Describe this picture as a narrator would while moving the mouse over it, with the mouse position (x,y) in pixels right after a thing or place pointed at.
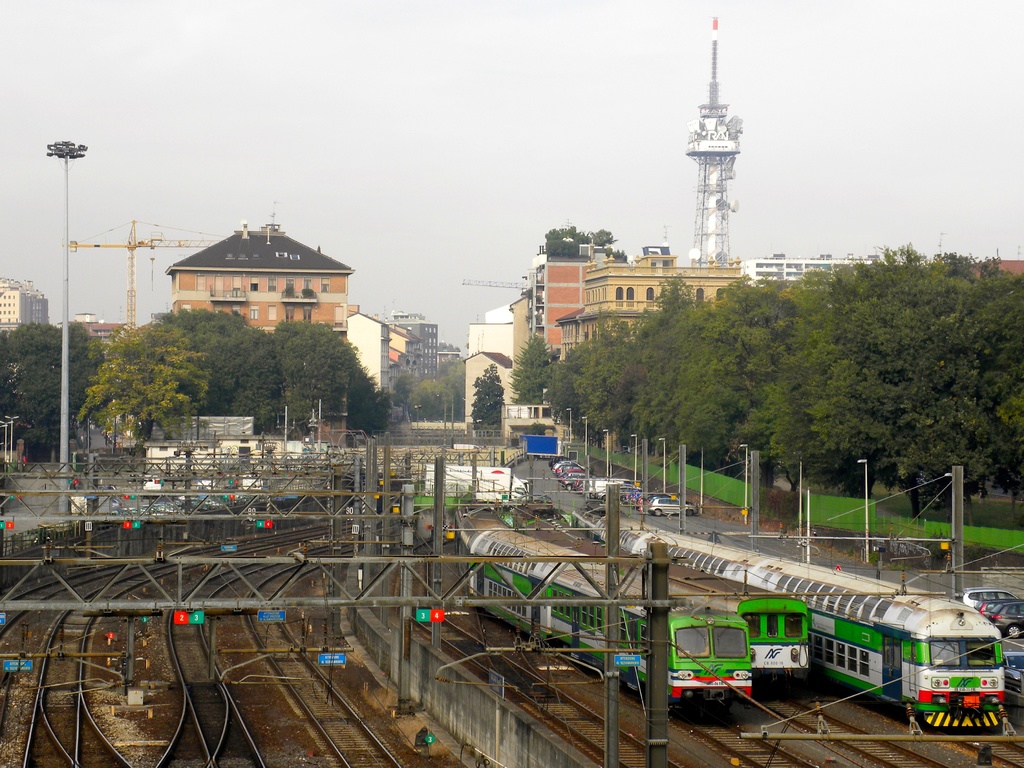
There are railway tracks (713,725). On the tracks (730,722) there are trains (745,605). There are many electric poles (359,497) and light poles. In the back (409,371) there are trees (823,387) and buildings (533,285). Also there is a road (705,520). On the road (722,526) there are vehicles (581,468). In the background (342,119) there is sky (444,116).
